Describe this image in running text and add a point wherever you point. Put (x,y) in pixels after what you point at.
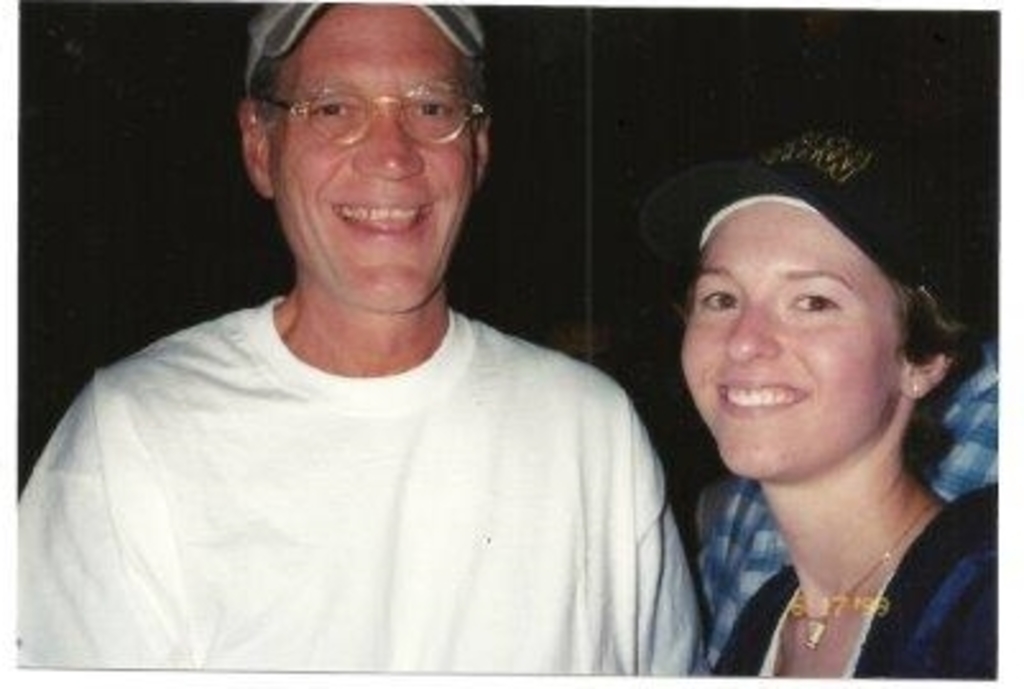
In this image there is a man (258,338) on the left side (290,438) and a girl (789,582) on the right side (878,547). The man (326,162) is wearing the cap (284,40) and the spectacles (357,102).
